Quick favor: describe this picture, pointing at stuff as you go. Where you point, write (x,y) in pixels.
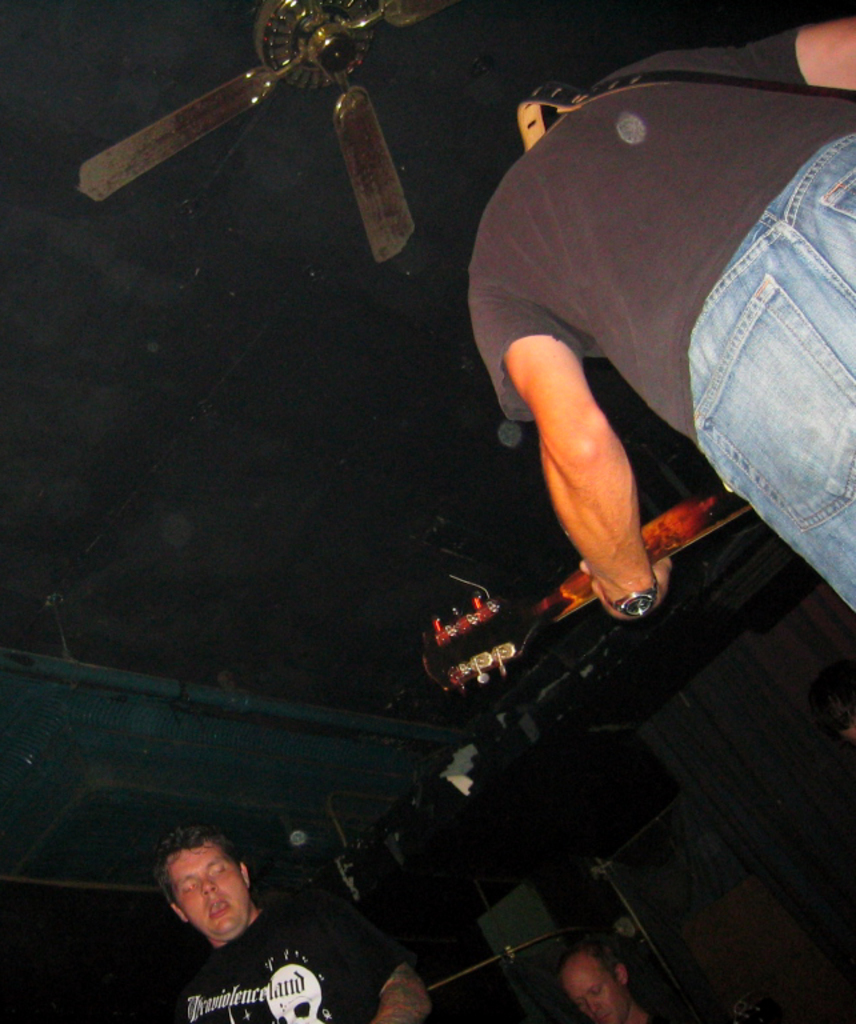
The person (618,212) wearing black dress (632,249) is playing guitar (650,539) and there are two persons (188,905) in front of them and there is a fan (344,69) in the top (330,58).
